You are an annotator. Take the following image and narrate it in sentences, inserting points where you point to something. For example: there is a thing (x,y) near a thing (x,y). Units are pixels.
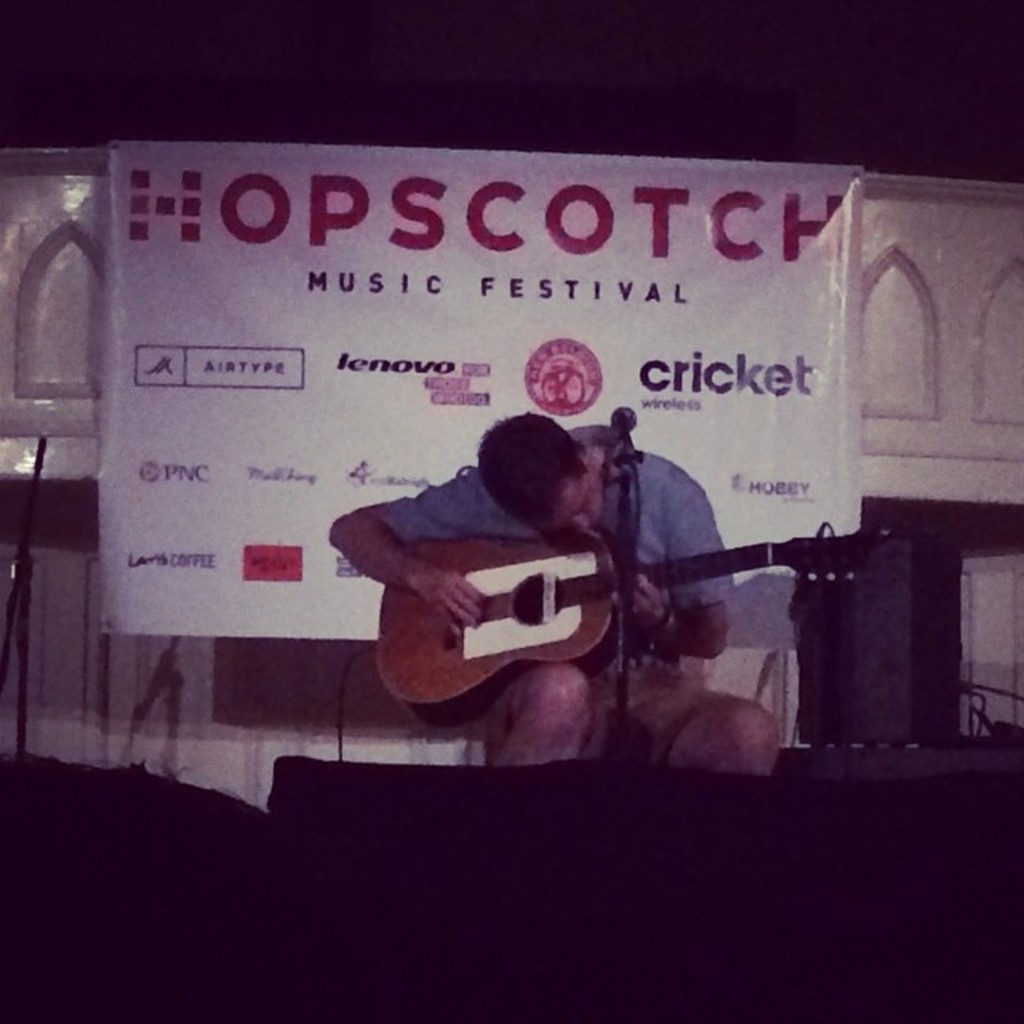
In this image I see a person (549,496) who is sitting and holding a guitar (528,643) and the person (672,472) is in front of a mic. In the background (429,449) I see the banner (443,441).
